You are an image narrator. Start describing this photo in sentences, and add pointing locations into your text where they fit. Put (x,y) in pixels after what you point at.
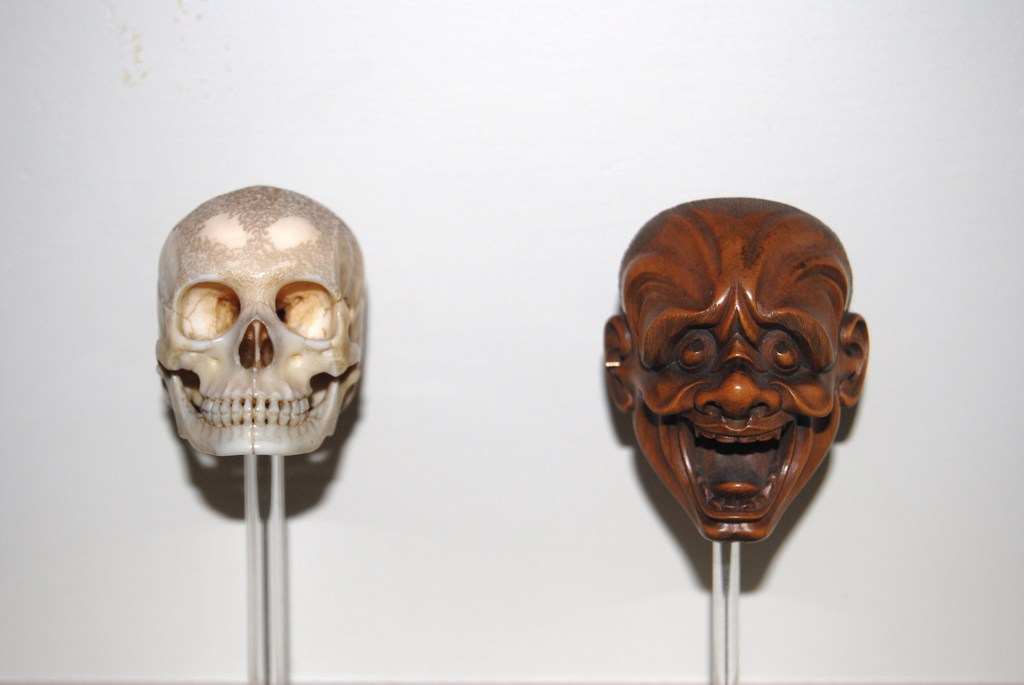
In this image we can see two face statues (263,354) placed on poles (278,467). One is a skull (259,292).
